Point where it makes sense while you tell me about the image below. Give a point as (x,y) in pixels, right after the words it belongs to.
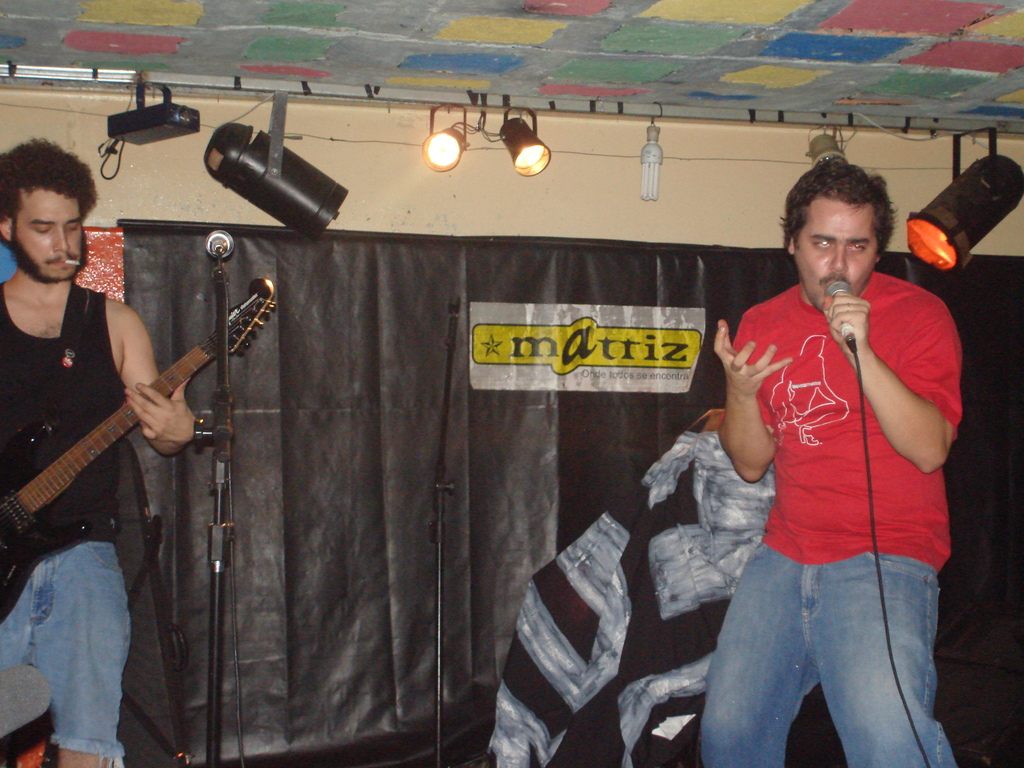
As we can see in the image there is a wall (401,196), lights (508,148), black color banner (466,339), two people (876,208) over here. The man (851,399) on the right side (862,434) is wearing red color t shirt (831,438) and singing on mic (835,285). The man (67,347) on the left side (64,374) is wearing black color shirt (67,406) and holding a guitar (53,477).
